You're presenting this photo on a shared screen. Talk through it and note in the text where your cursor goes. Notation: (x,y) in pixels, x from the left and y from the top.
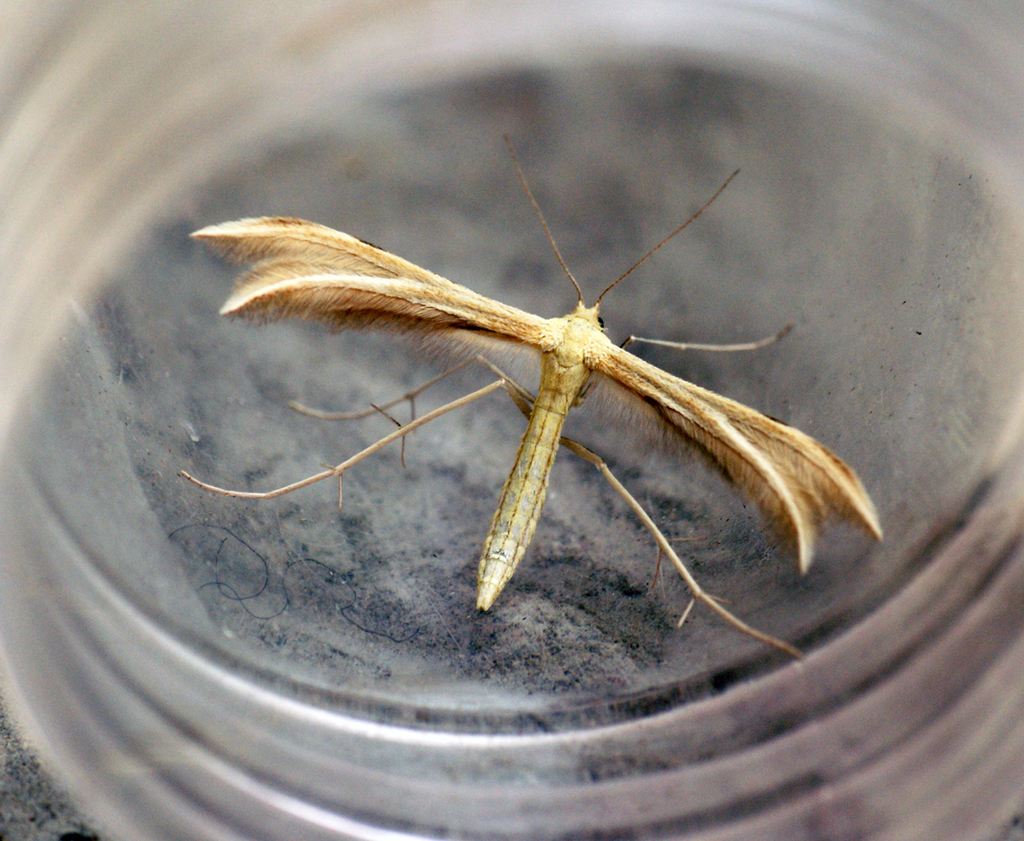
In this image, I can see an insect (658,418) on a glass object (118,663).
